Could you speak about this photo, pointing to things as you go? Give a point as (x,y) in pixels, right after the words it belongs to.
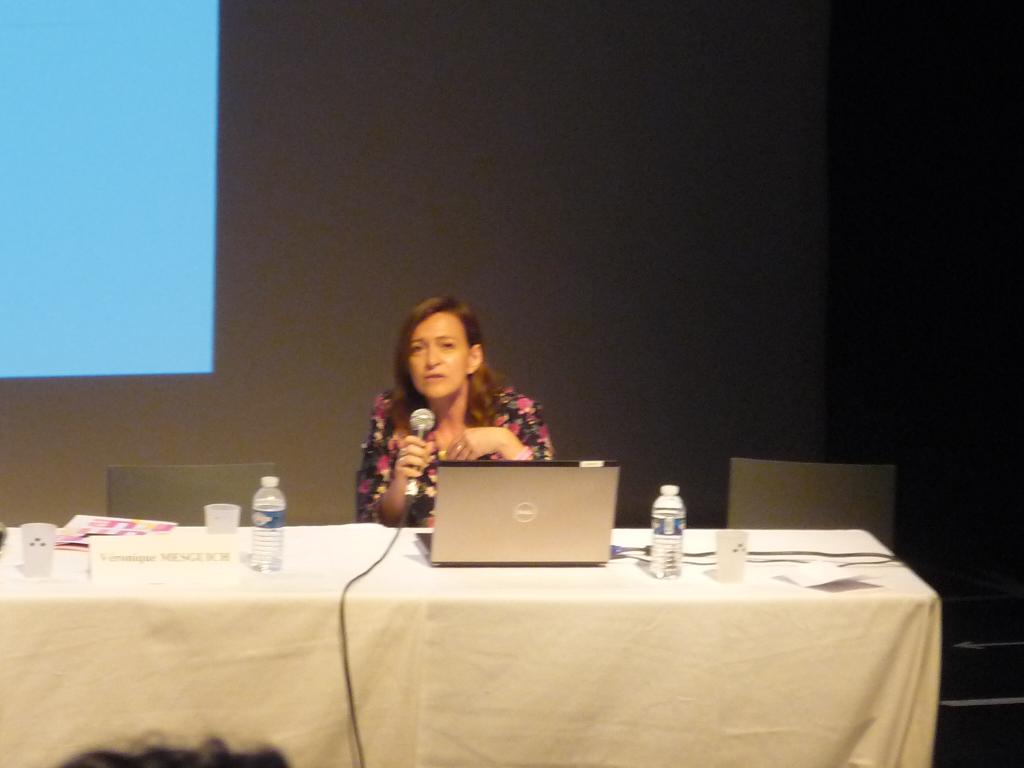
In this image there is a person (429,477) wearing floral dress (382,486) holding a microphone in her hand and in front of her there is a laptop (543,549), water bottle (659,566), glasses (221,529), e. t. c.
